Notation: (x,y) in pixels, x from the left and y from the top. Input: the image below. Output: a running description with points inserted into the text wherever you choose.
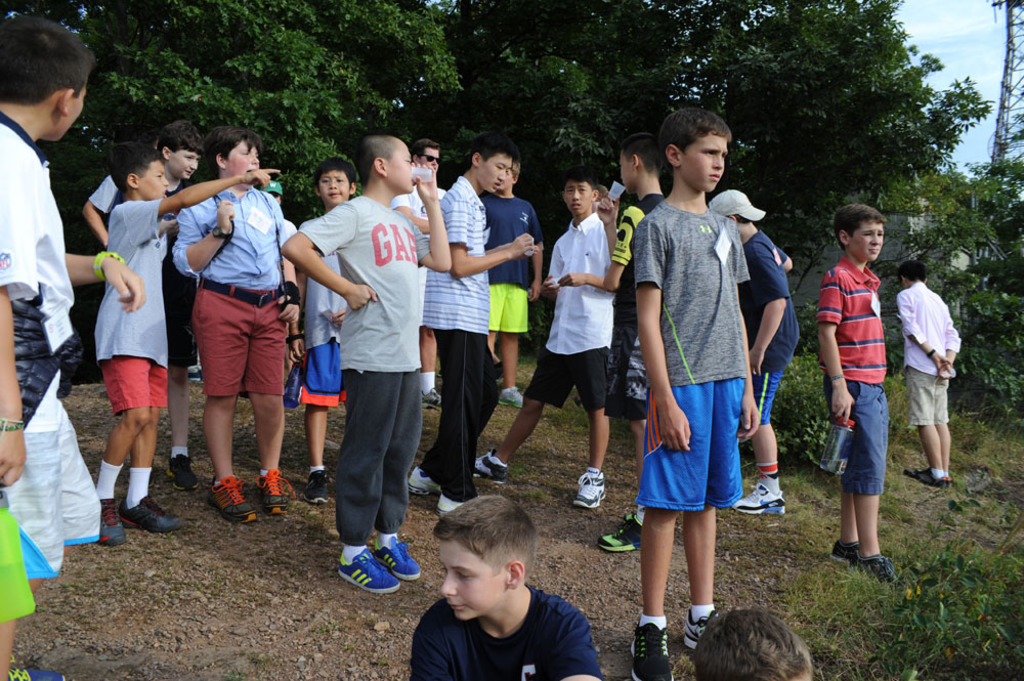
In this image we can see few persons (322,244) are standing and at the bottom (573,610) we can see a person (587,634) and another person's head (754,646). In the background (667,43) we can see plants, trees (863,38), tower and clouds (948,79) in the sky (948,79).
